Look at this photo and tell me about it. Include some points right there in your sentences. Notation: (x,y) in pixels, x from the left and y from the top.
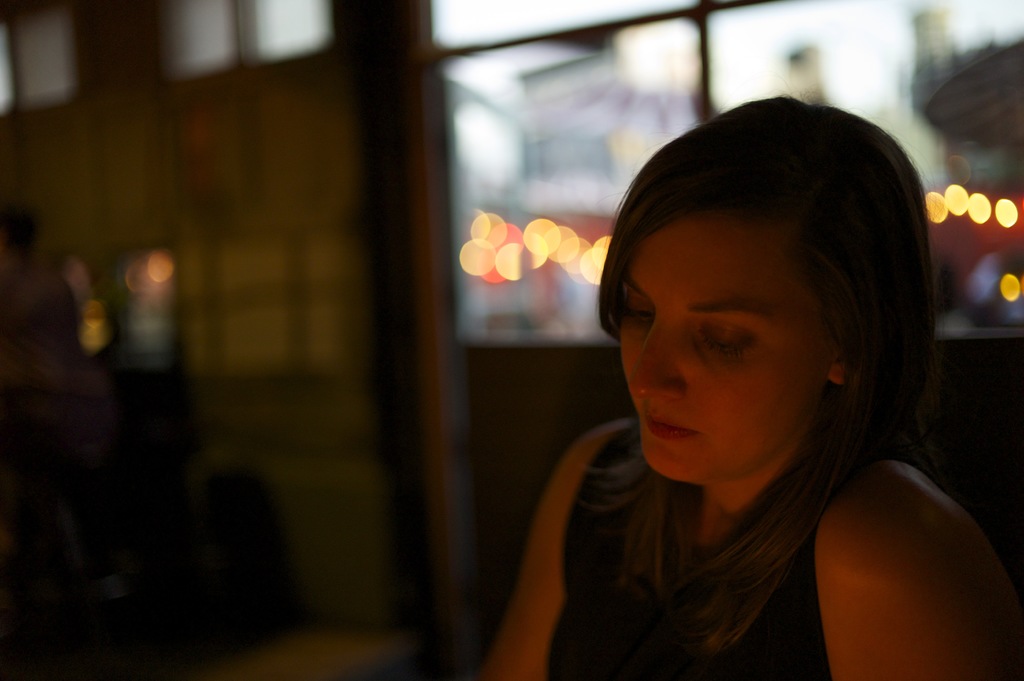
In this picture we can see a woman (667,469), in the background (262,223) there is a wall (274,232), we can see a blurry background (269,202) here.
